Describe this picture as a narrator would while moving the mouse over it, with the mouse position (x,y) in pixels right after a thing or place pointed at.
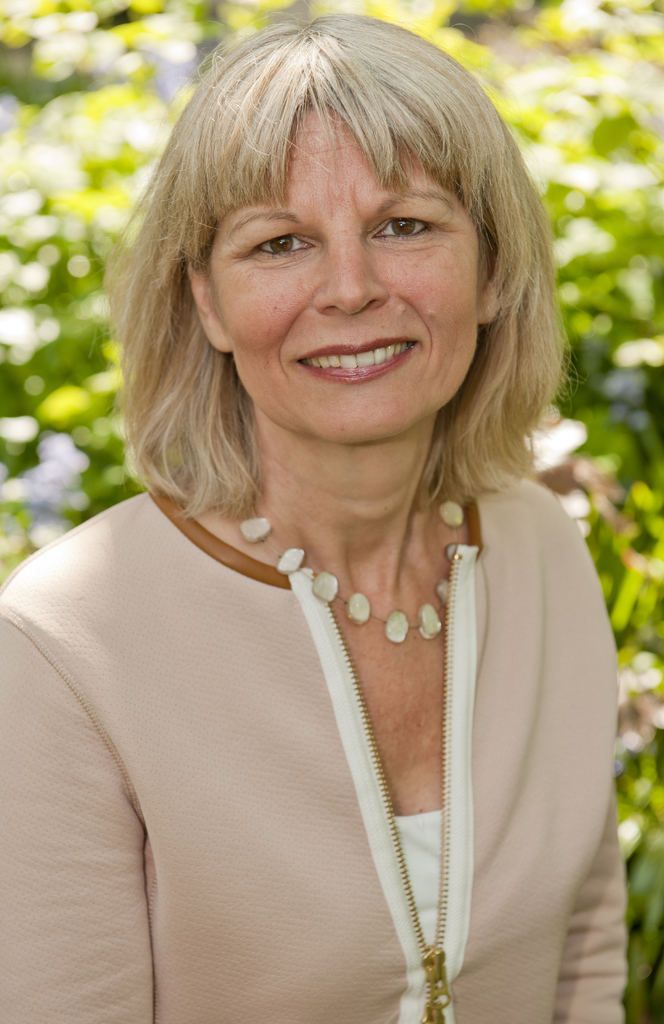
In the image we can see the close up picture of a woman (340,604) wearing clothes (342,768), neck chain (426,629) and she is smiling. The background (100,70) is slightly blurred.
